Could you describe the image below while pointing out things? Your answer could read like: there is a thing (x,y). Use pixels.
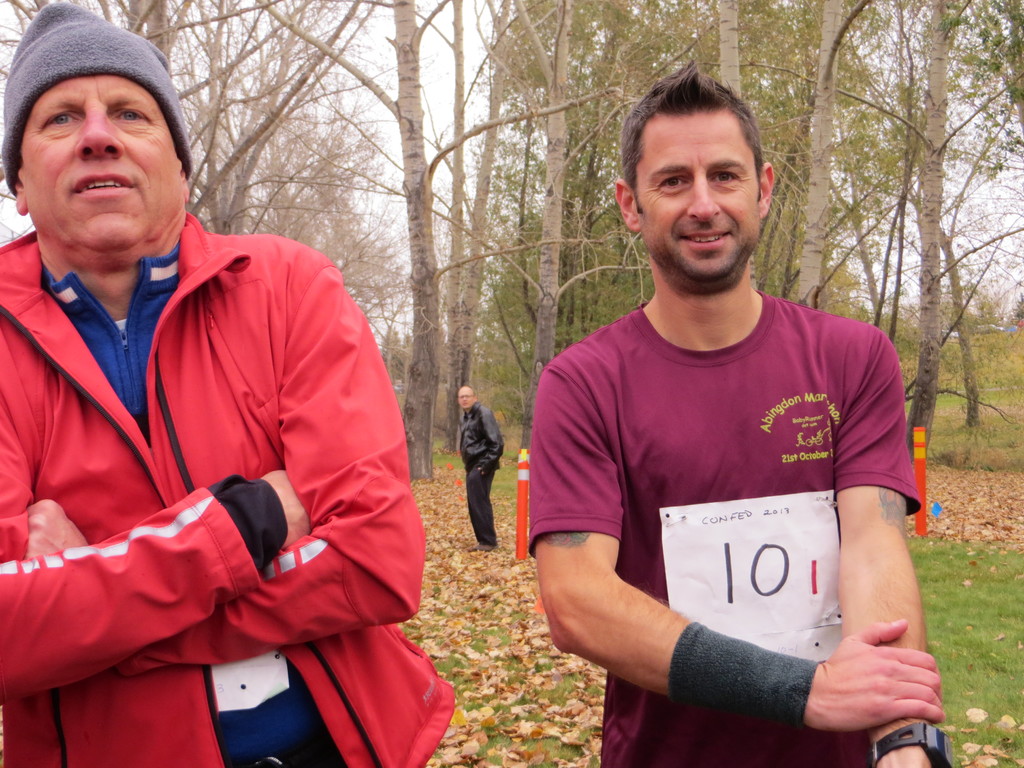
In this image I see 2 men (661,203) who are standing and I see that this man (234,378) is wearing a cap (9,114) on his head (70,111) and I see numbers (762,548) on this paper (736,562). In the background (484,410) I see number of trees (530,245) and I see the grass (919,539) and I see a man (480,448) over here and I see the sky (779,34).
